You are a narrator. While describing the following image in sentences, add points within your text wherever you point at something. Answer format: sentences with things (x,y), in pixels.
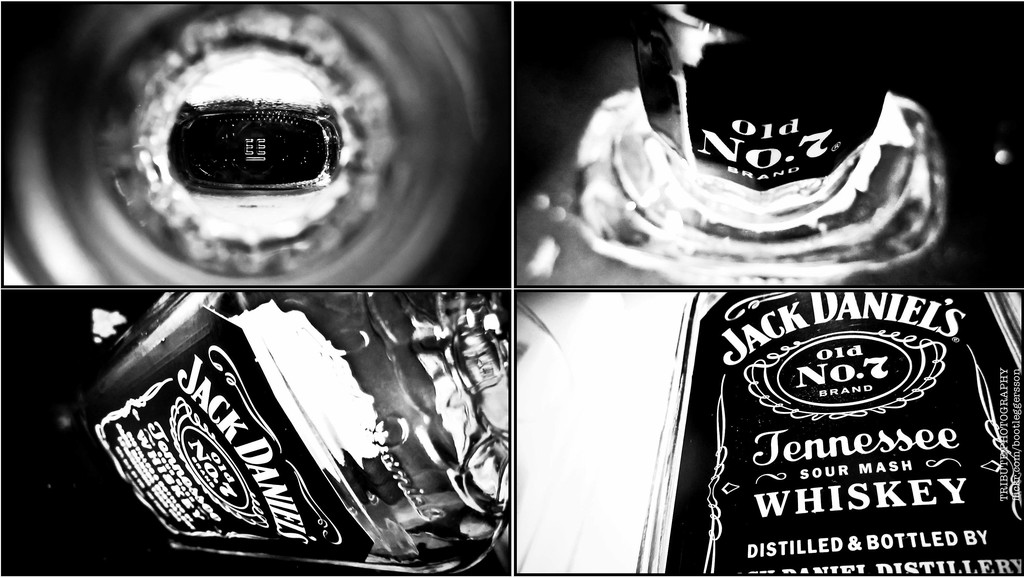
This is a whiskey bottle (315,309) and it is collage edited image.
